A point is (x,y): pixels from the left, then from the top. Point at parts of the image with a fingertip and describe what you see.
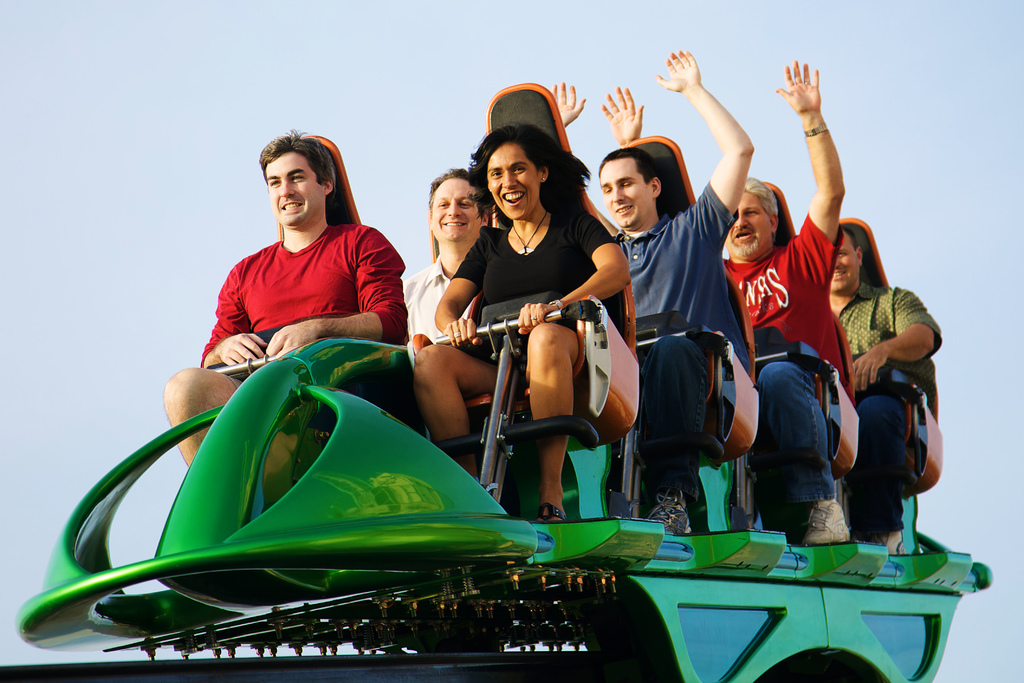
In this picture there are people (551,289) sitting in a ride (406,485). In the background of the image (957,301) we can see the sky (953,538).
